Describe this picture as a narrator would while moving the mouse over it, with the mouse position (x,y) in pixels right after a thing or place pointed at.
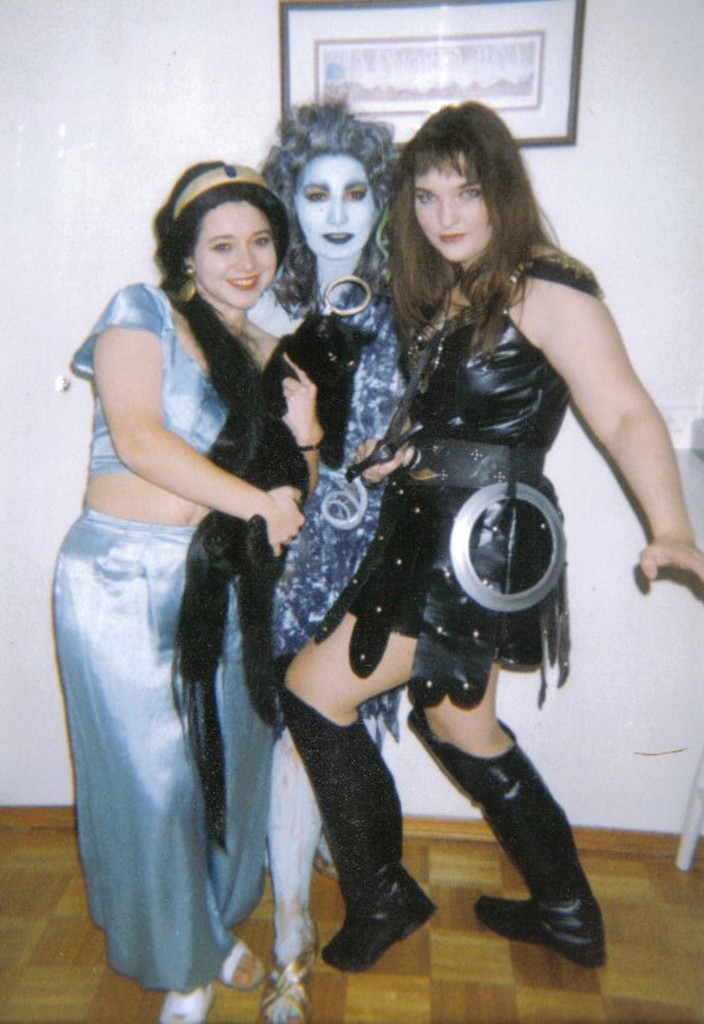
In this image there are persons (330,570) standing and smiling. In the background (238,50) there is a wall (161,72) and on the wall (668,184) there is a frame (514,110).
